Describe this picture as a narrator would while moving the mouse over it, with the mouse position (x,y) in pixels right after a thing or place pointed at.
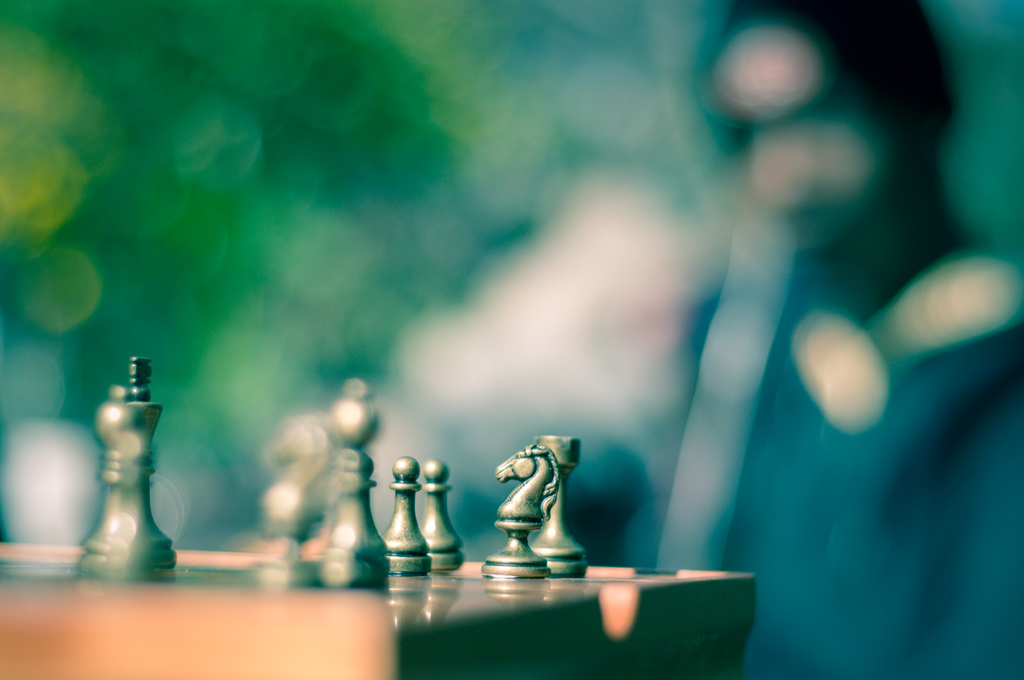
In this image, we can see chess coins (357,547) on the table (428,588) and the background (247,206) is blurry. On the right (810,275), there is a person (791,326).
